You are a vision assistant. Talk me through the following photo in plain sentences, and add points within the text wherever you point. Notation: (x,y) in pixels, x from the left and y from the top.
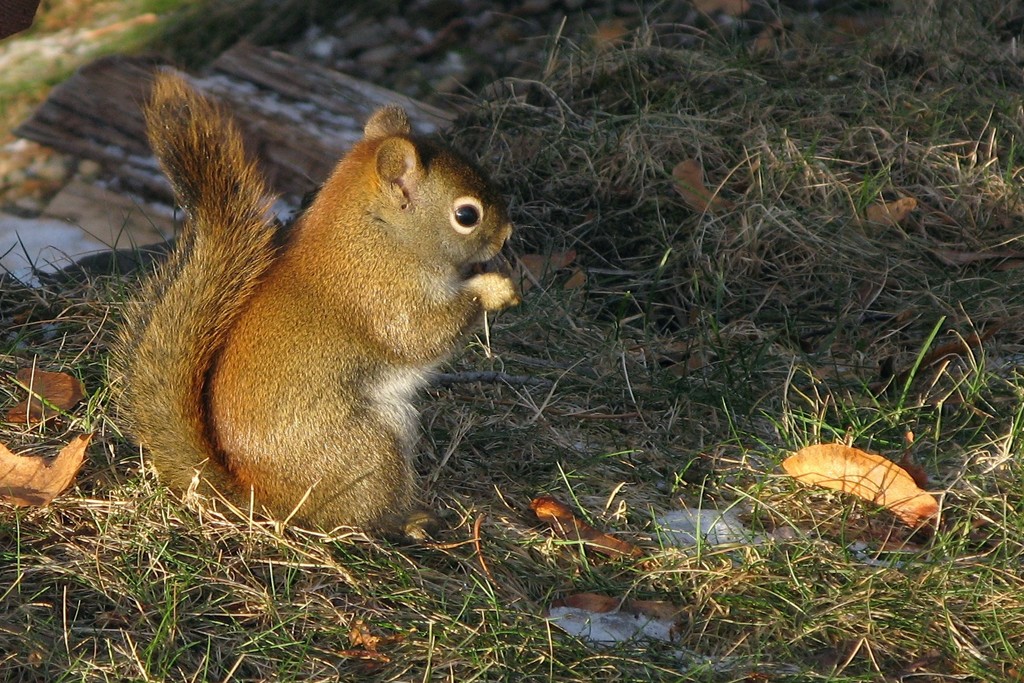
On the left side (321,305), there is an animal (430,258) in the grass (269,551) on the ground (269,533), on which there are dry leaves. In the background (715,43), there is grass (207,40).
